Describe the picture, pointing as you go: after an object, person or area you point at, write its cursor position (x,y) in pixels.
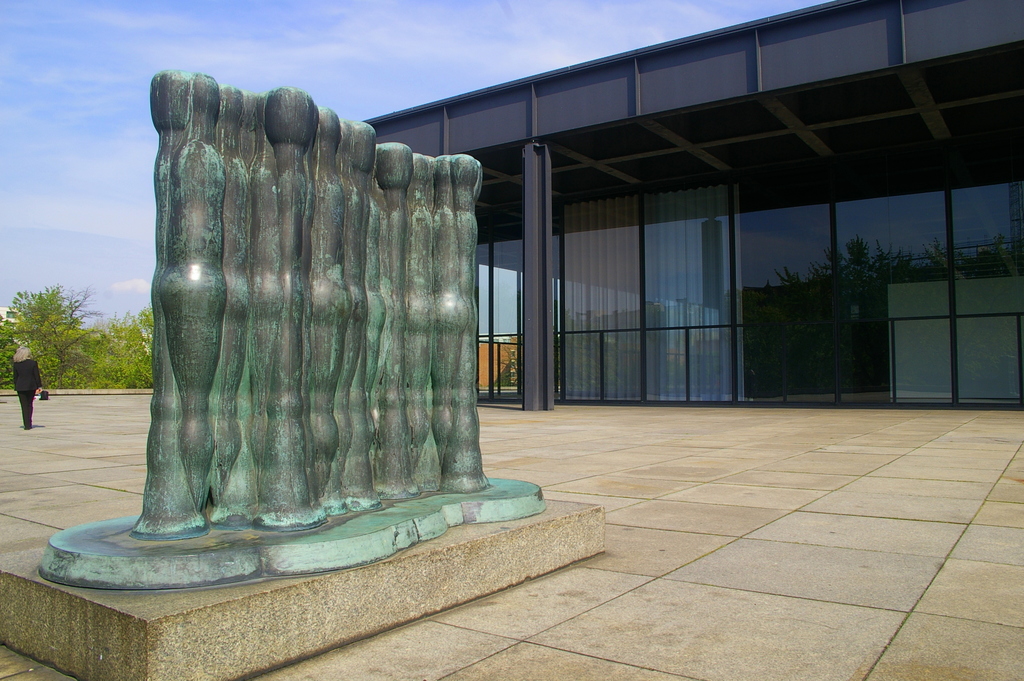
In this image we can see some structure (384,307) on the path (487,599). We can also see the building (780,190) with glass windows (877,308). On the left (26,412), we can see a person (20,364) walking on the path (53,401). We can also see the trees (125,339). In the background (139,121) there is sky (491,41).
